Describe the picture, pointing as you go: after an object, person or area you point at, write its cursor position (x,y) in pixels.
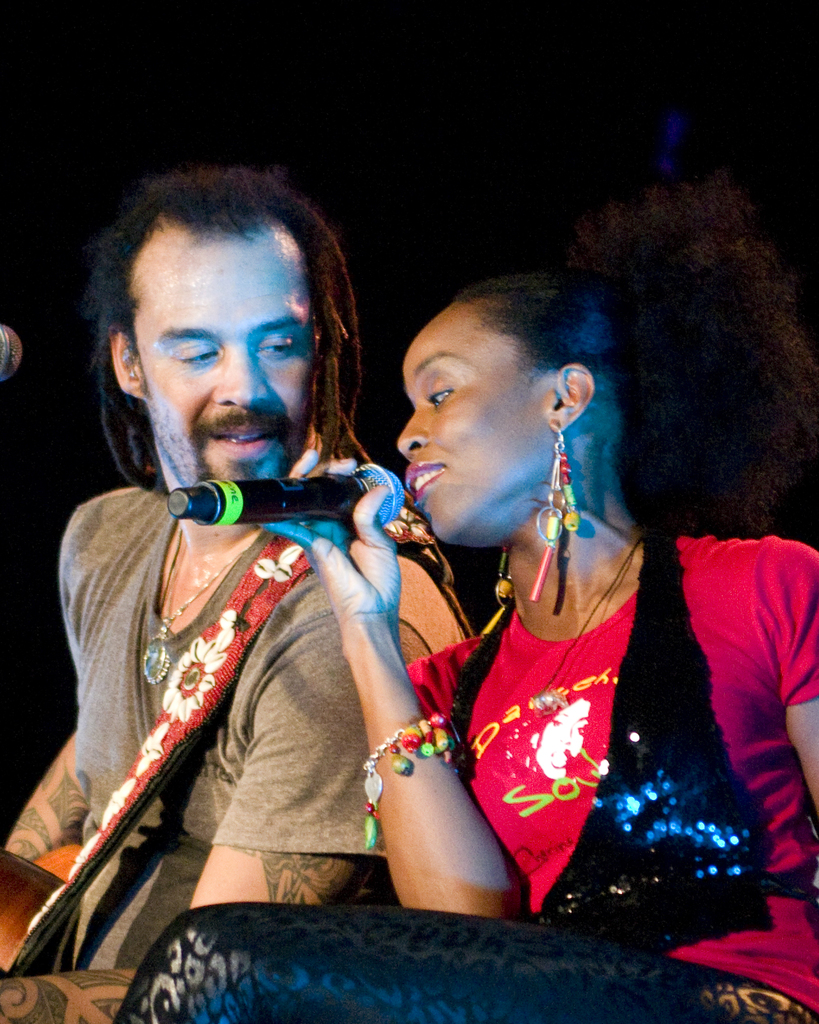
In this image on the right side (627,784) there is one woman (509,461) who is holding a mike (379,480) it seems that she is singing on the left side (171,618) there is another man (163,530) who is holding a guitar (29,917).
